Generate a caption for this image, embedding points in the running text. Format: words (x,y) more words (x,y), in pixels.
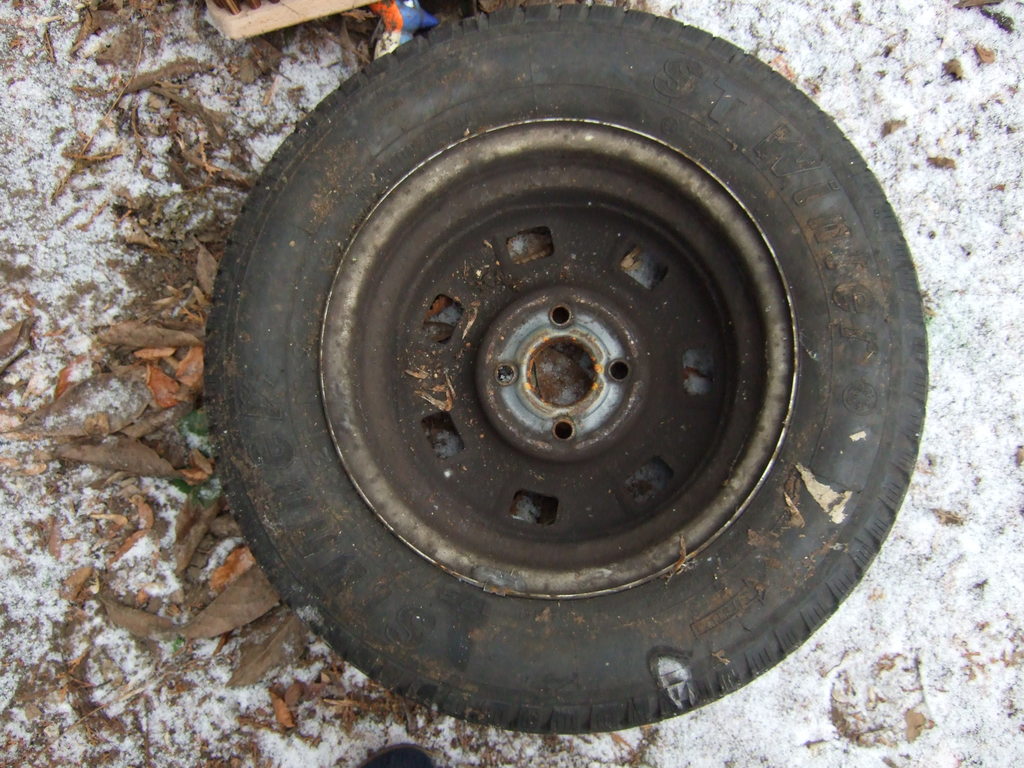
In this picture, we see the tyre (694,580) of the vehicle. It is in black color. Beside that, we see the dry leaves (260,51). We see a toy (386,46) in white, orange and blue color. In the background (912,138), it is white in color and it is the snowy ground (911,492).
